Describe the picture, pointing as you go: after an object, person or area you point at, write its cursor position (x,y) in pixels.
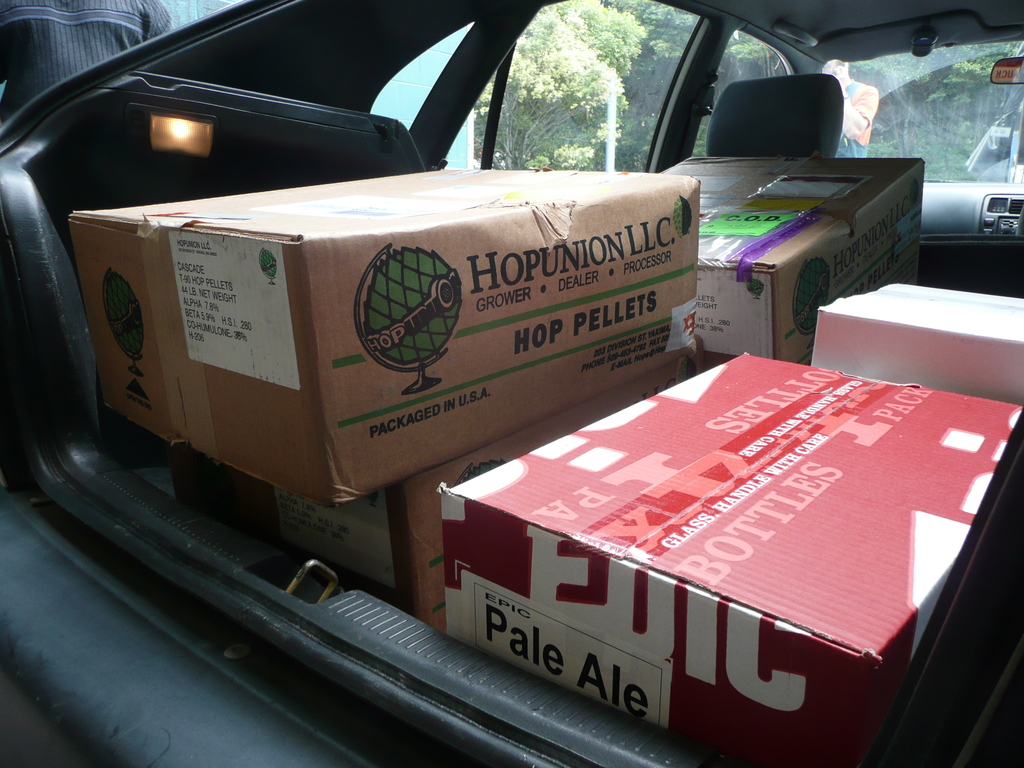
In the foreground of the picture (369,163) we can see a vehicle (975,93), in the vehicle (961,271) there are boxes (585,244). On the left (46,48) we can see a person (79,49). In the background (422,74) there are person (858,99), wall (418,98) and pole (617,115).
